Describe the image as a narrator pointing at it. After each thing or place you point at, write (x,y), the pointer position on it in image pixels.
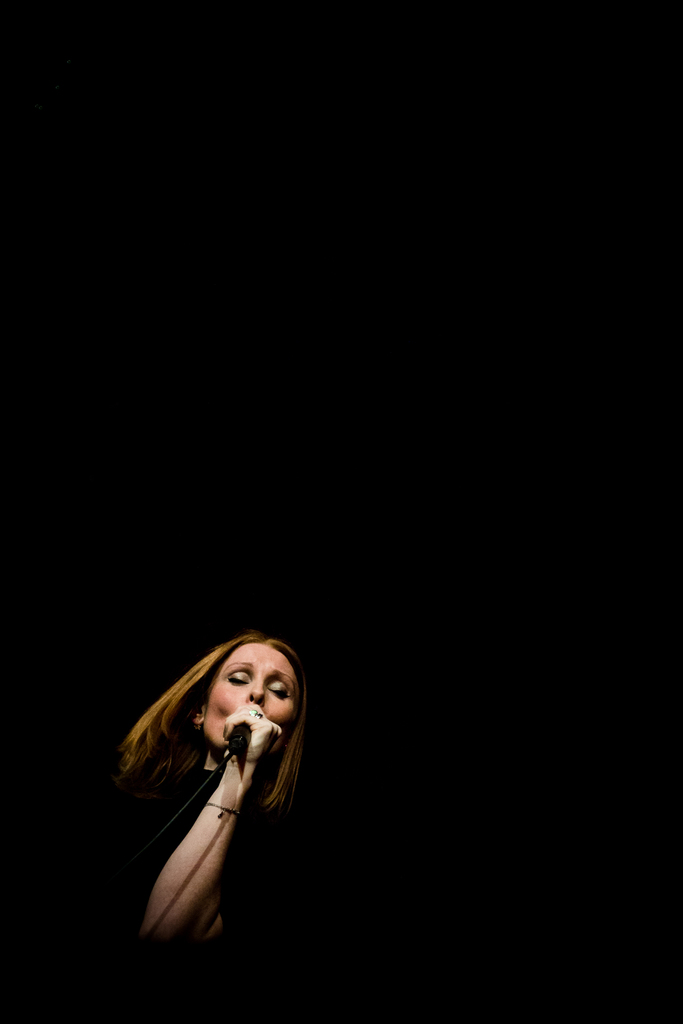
In the foreground (202,706) there is a woman (271,780) holding a mic (245,724) and singing. The background (62,128) and at the top (375,195) it is dark.
